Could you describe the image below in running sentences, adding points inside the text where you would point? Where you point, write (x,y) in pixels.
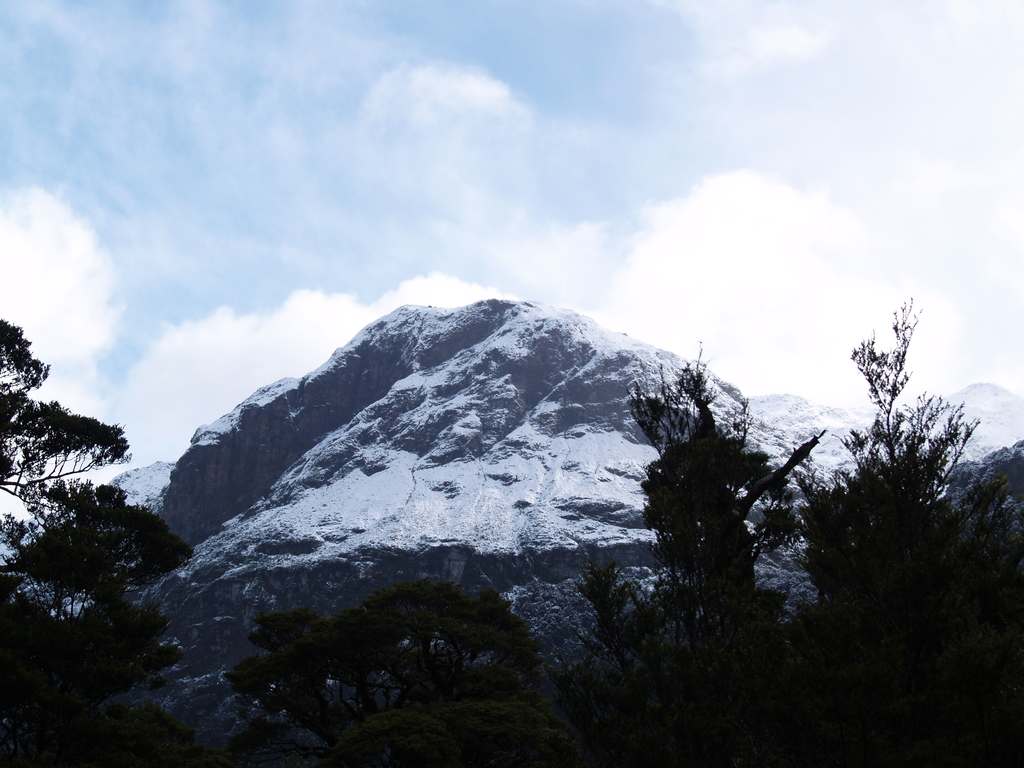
These look like the snowy mountains (537,461). I can see the trees (732,596). These are the clouds (846,219) in the sky (715,198).
